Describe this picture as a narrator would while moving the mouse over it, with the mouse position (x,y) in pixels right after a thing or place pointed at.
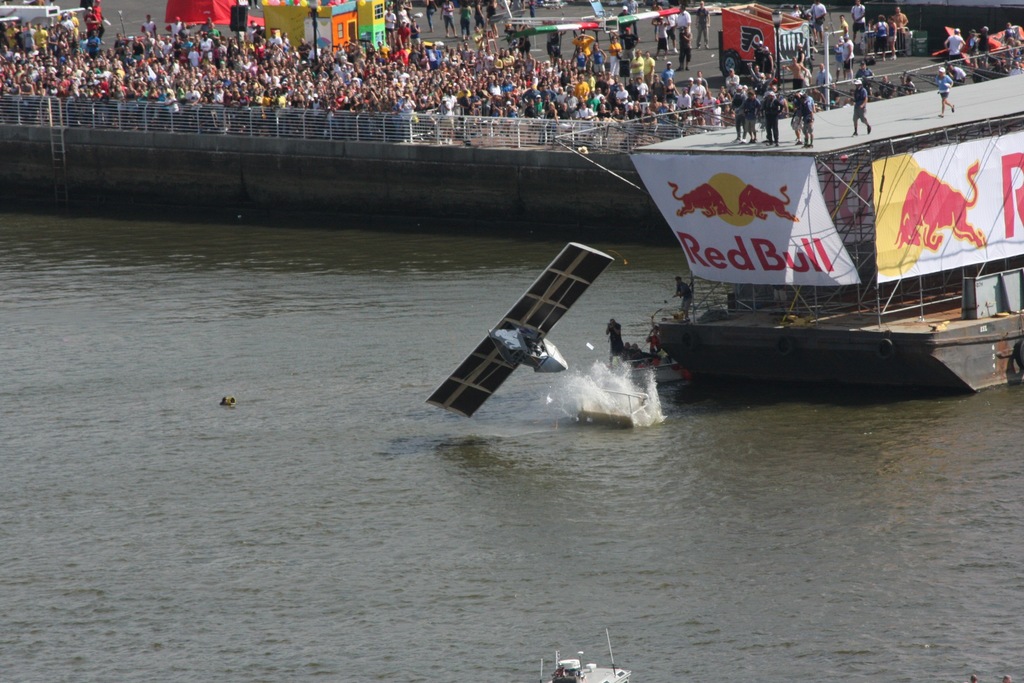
Here in this picture in the middle (550,357) we can see a flying machine (519,349) falling into the water (341,386) present all over there and on the right side (828,139) we can see a platform (1009,91) present, on which number of people (810,112) are standing over there and behind them on the road (713,65) we can also see number of people (209,25) standing and watching it and some of them are clicking photographs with cameras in their hand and on the road (226,29) we can see tents (294,32) and shops (293,13) present here and there and on the platform (697,329) we can see a banner (745,261) present over there.
